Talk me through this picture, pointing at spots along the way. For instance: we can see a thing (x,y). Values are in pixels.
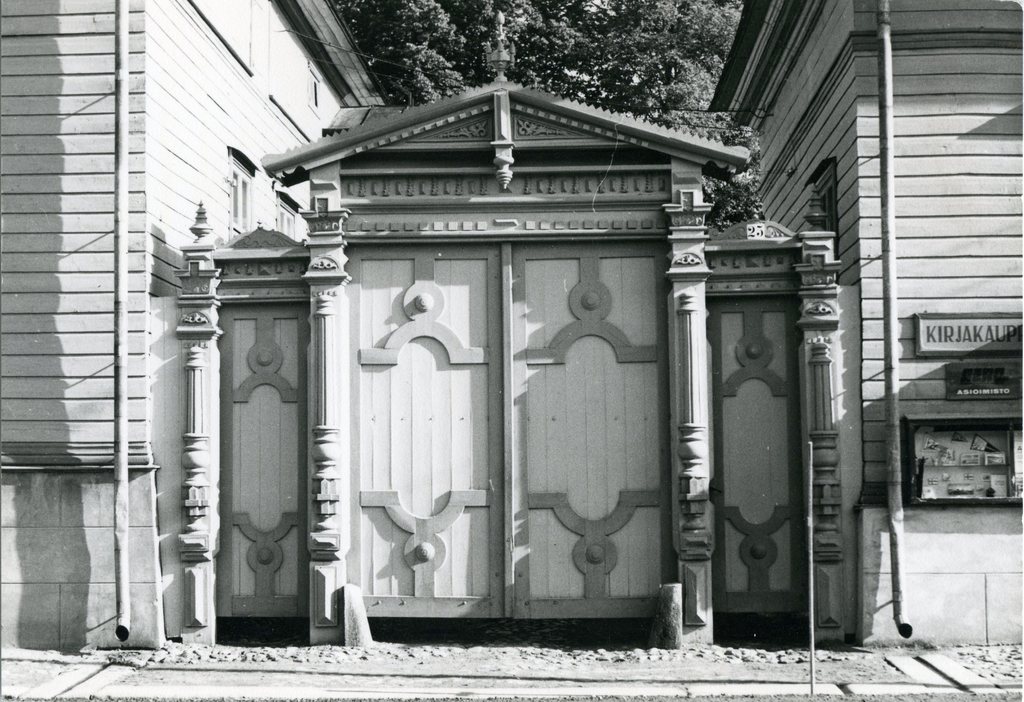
In this picture there is a wooden gate (450,330) and there are buildings (121,162) on either sides of it and there are trees (553,25) in the background (553,32).
